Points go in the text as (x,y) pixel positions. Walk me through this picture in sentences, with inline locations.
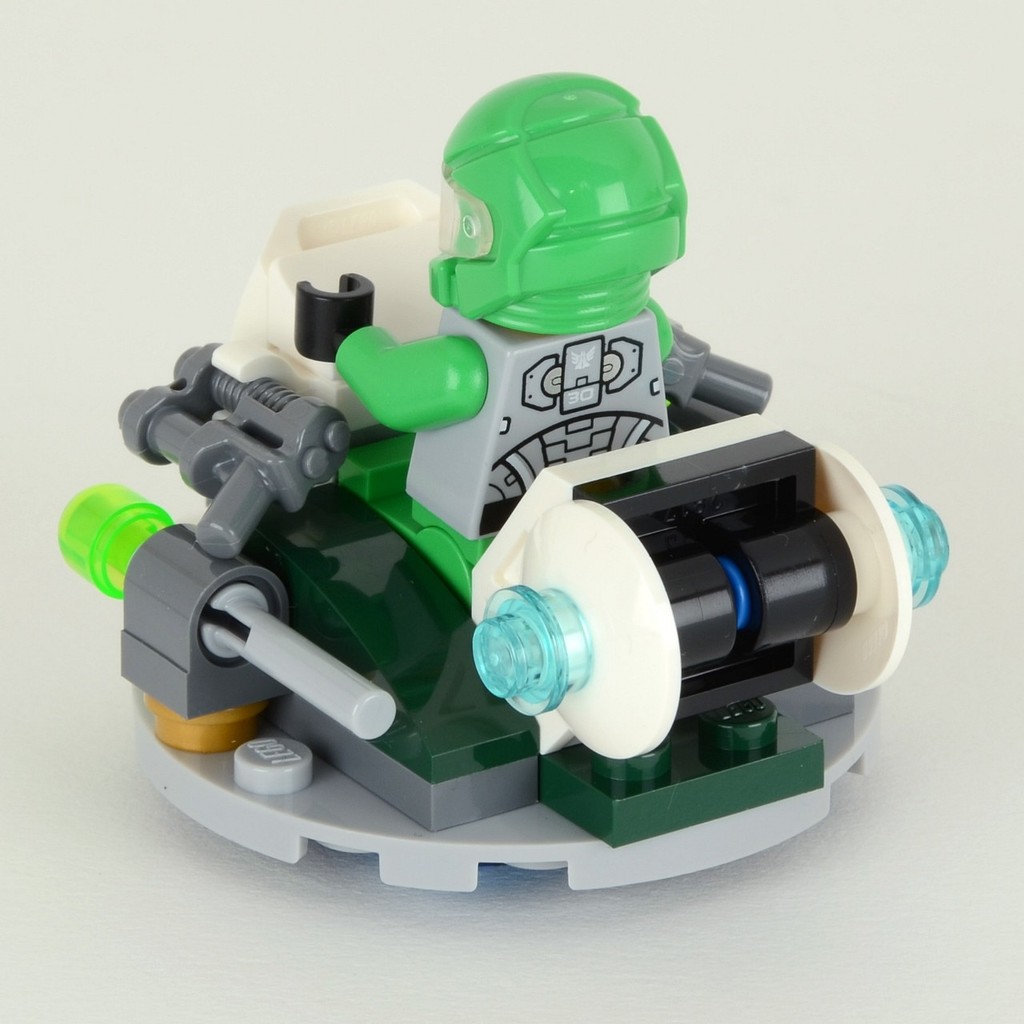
The picture consists of a toy (513,464), on white surface (388,1009).
